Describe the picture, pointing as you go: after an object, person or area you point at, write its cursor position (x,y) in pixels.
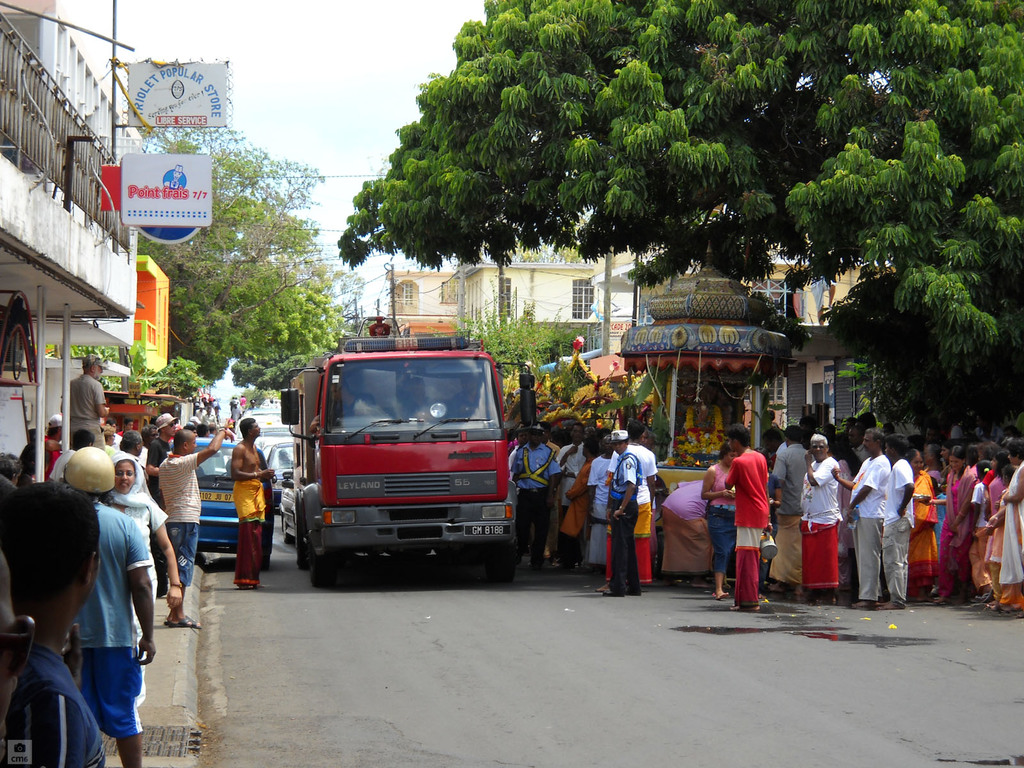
In this image there are a few vehicles (373,366) moving on the road (275,517) and there are so many people (158,514) standing, on the right side of the image (724,375) there is a temple (673,385), buildings (448,274) and trees (974,254). On the left side of the image (3,215) there are buildings (64,373), trees (164,255) and a few boards (135,195) with some text (152,196) are hanging on the pole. In the background (344,110) there is the sky (358,157).
